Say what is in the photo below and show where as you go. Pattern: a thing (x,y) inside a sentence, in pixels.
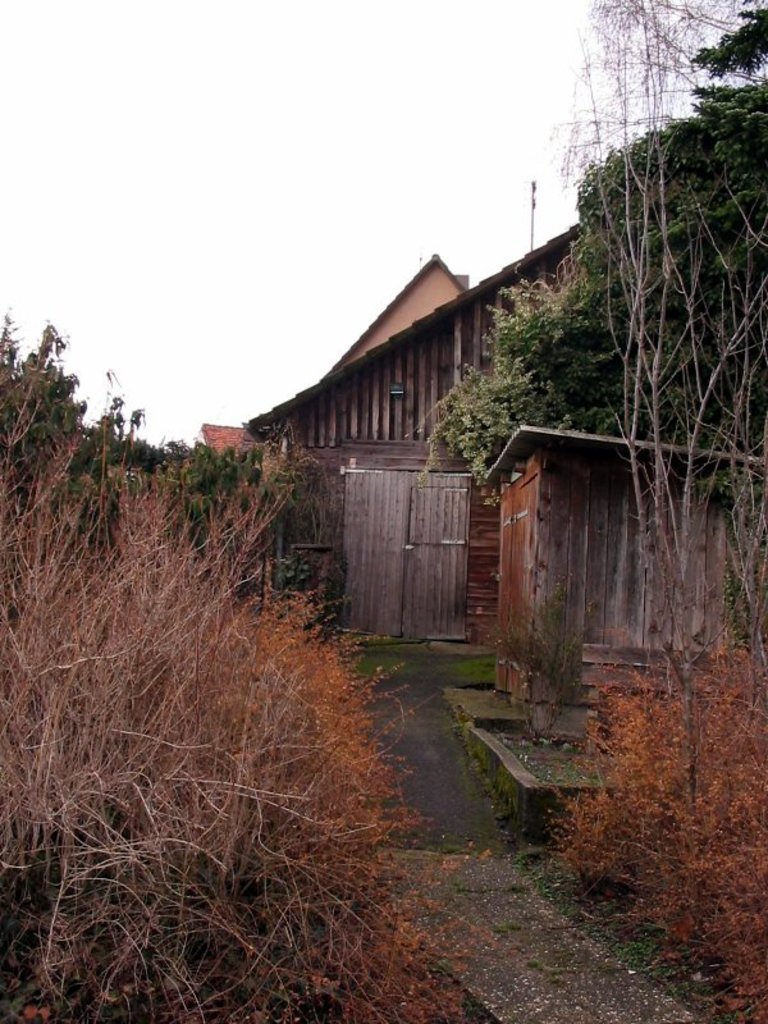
In this image I can see the road (456,854), few trees (206,812) on both sides of the road (554,927), few buildings (581,521), the door (421,506) and the pole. In the background (540,206) I can see the sky (263,108).
